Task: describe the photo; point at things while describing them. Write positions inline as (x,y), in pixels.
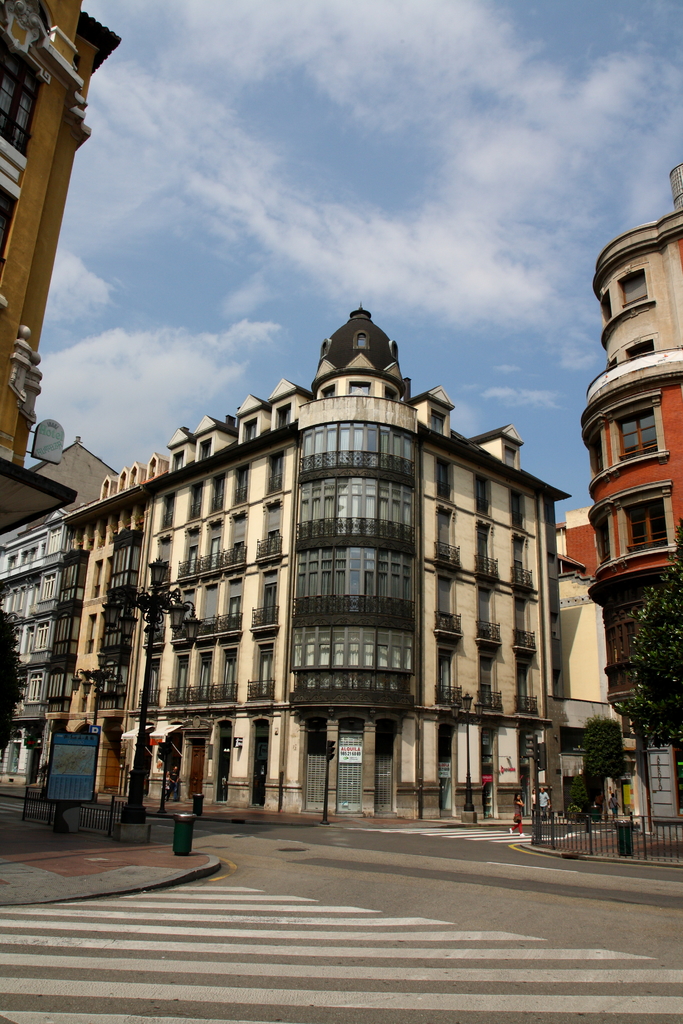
In this image, I can see buildings (351,791), road (336,861) and lights (155,579) to a pole (162,789). At the bottom right side of the image (543,827), I can see people (544,810), iron grilles (682,848) and trees (603,742). In the background (122,308), there is the sky (323,291).
